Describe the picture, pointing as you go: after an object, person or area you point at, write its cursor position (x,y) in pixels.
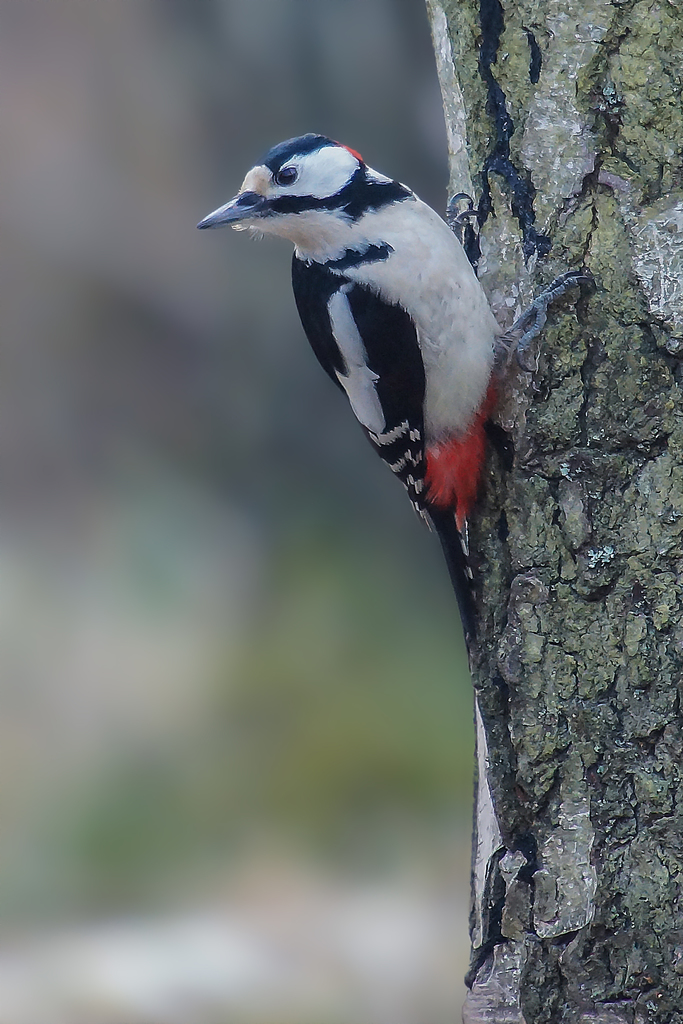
In this image in the front (499,411) there is a bird (403,249) standing on a tree trunk (529,447) and the background (79,532) is blurry.
